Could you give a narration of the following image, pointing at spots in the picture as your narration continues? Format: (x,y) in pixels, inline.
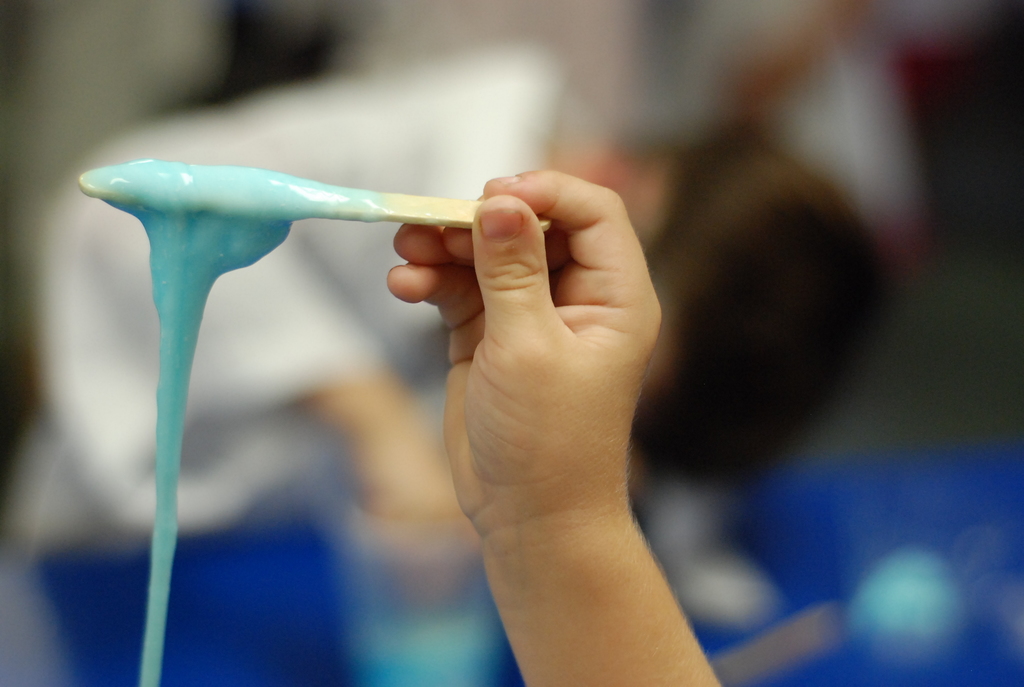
In this picture we can see a kid (537,363) is holding stick (398,221) in hands (545,452), in the background (813,291) we can find few more people (774,184).
